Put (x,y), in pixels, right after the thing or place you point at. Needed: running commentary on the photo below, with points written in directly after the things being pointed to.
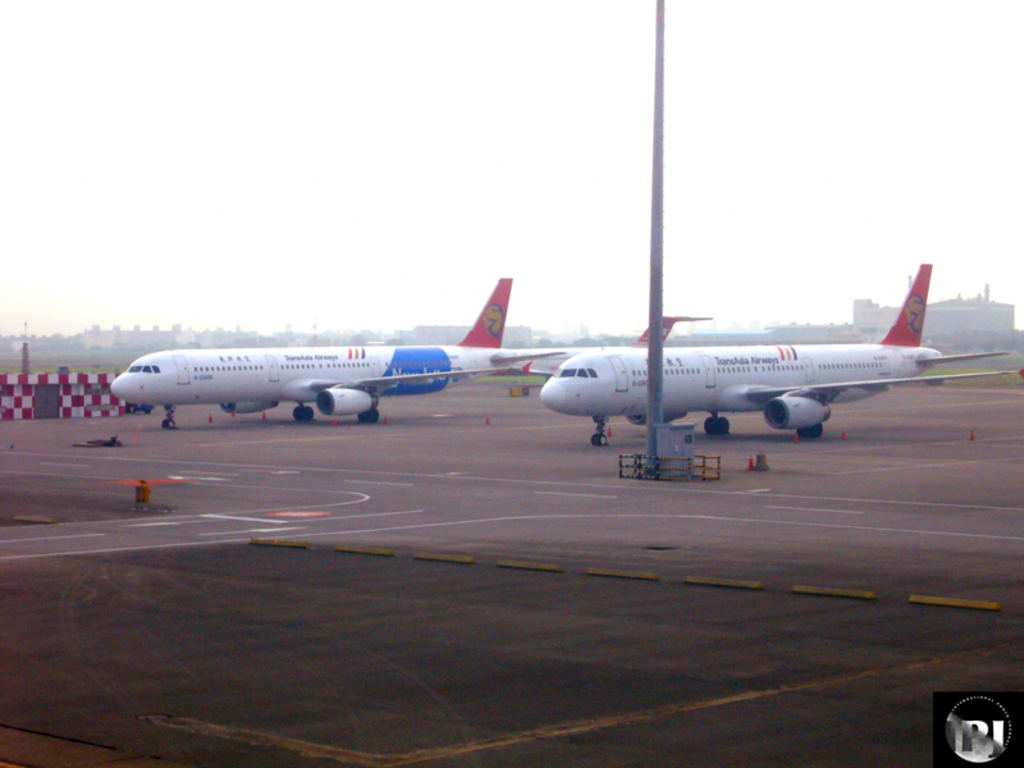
This image is taken outdoors. At the top of the image (476,233) there is the sky (132,288). At the bottom of the image (428,620) there is a runway (305,534). In the background (159,337) there are a few buildings (871,313) and there is a ground (70,366) with grass (18,362) on it. In the middle of the image (664,381) there are two airplanes (273,360) on the runway (556,414) and there is a pole (656,300). There are two objects (145,502) on the runway (85,433).
